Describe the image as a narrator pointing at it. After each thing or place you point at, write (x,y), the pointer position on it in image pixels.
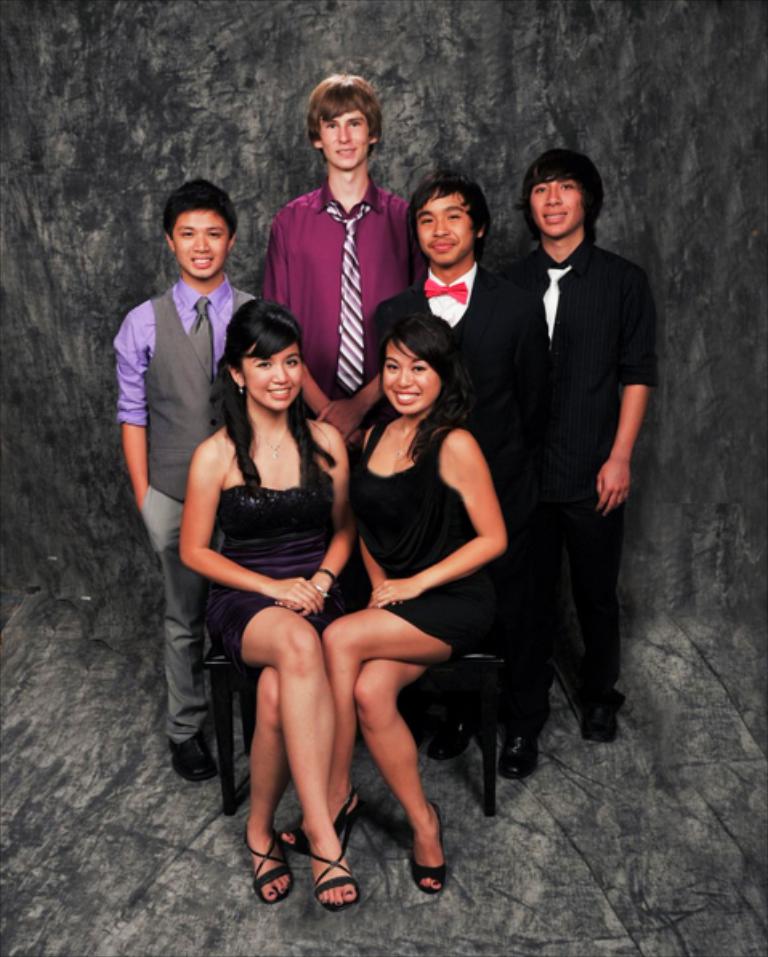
In this image I can see the group of people (343,357) with different color dresses (540,327). I can see two people (419,561) are sitting on the chair (481,671). In the background (299,173) I can see the grey color wall (203,129).
